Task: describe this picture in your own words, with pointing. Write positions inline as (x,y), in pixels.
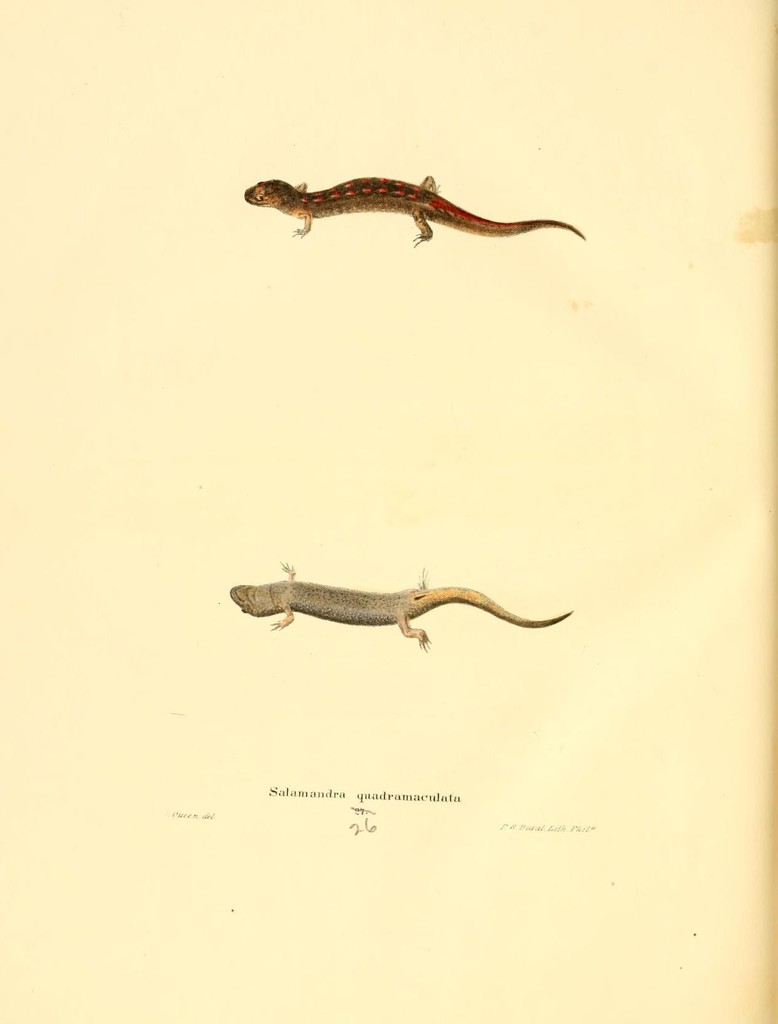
Here we can see two salamanders (456,601) on a page (340,392) and there is a text (197,820) written on it at the bottom (390,792).
